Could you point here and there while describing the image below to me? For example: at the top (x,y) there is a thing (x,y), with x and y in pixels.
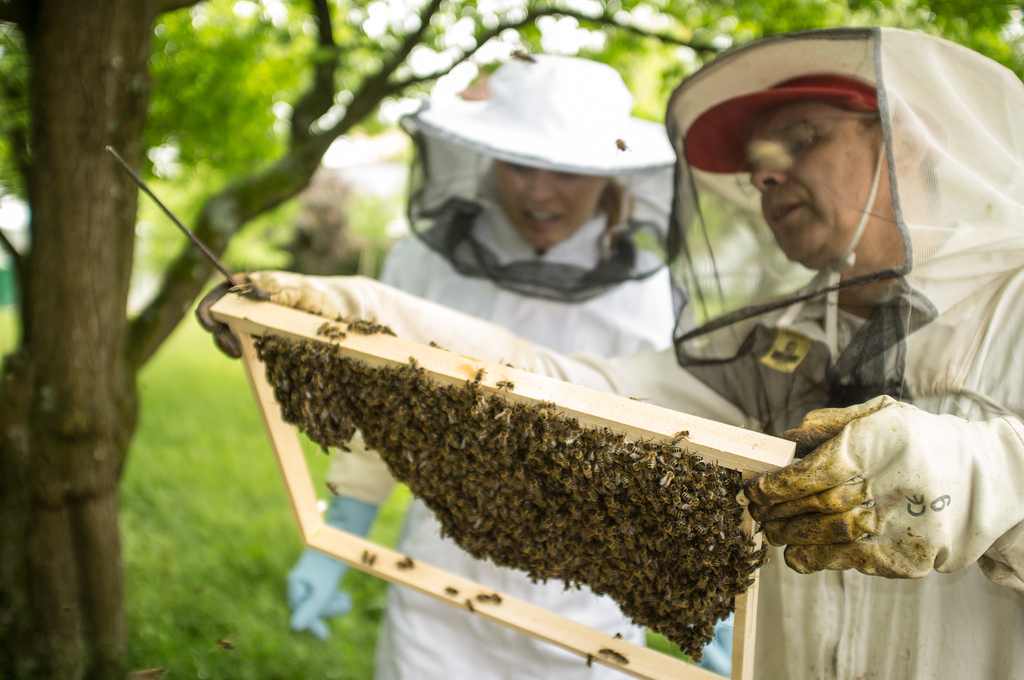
Here I can see two persons (532,240) wearing white color dresses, masks (716,184) to their faces (888,182), standing and holding a wooden object (240,331) which seems to be a honeycomb (259,384). There are many honey bees (481,454) to it. In the background (107,216) there are many trees (15,404). At the bottom (245,558), I can see the grass (172,565).
